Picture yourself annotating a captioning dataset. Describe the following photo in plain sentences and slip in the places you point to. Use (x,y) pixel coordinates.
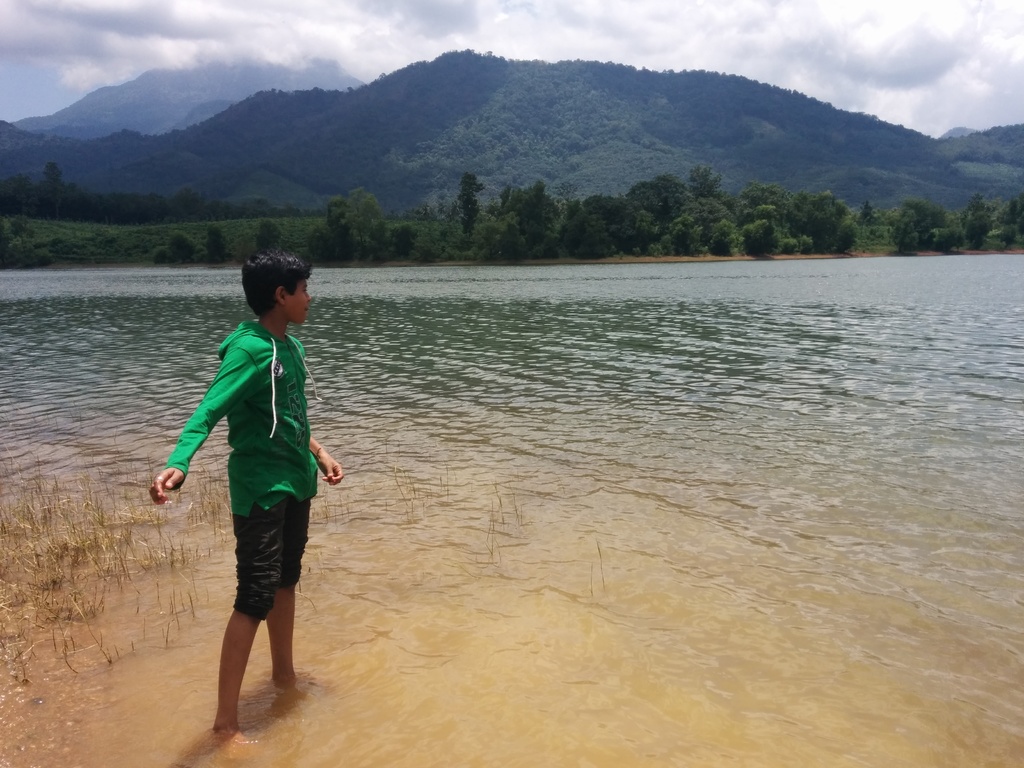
In this picture there is a boy (304,274) on the left side of the image (296,261) and there is water (592,383) in the center of the image (469,360), there are trees (460,186) in the background area of the image (440,142).
